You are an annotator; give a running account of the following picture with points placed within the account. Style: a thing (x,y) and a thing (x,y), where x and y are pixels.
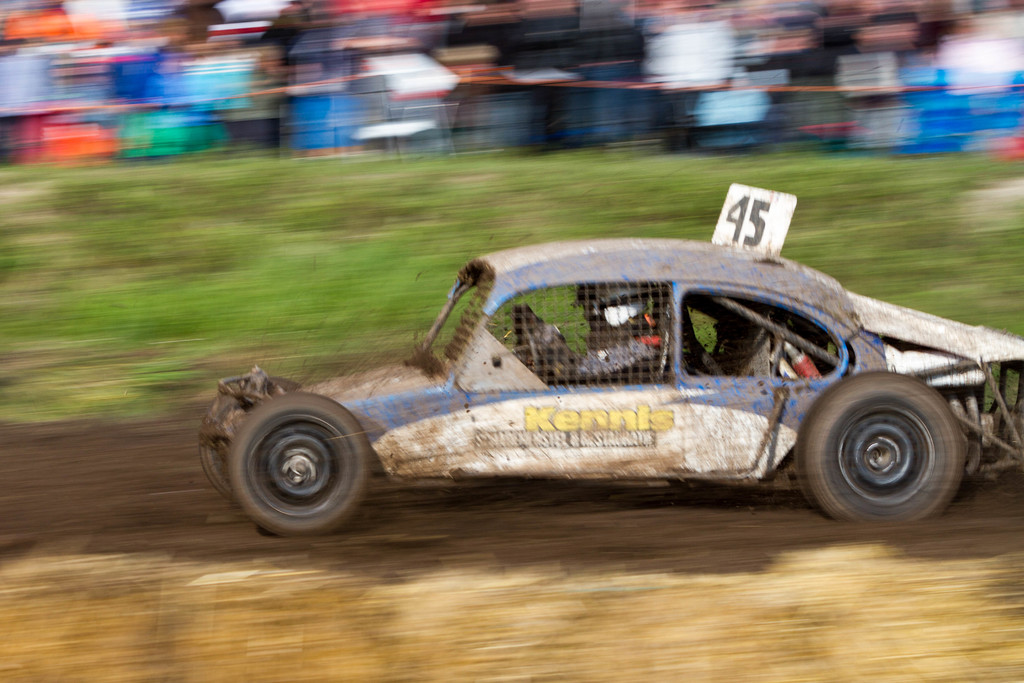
In the foreground of this image (767,447), there is a car (536,459) moving on the ground (253,526). In the background (716,88), the image is blurred.
